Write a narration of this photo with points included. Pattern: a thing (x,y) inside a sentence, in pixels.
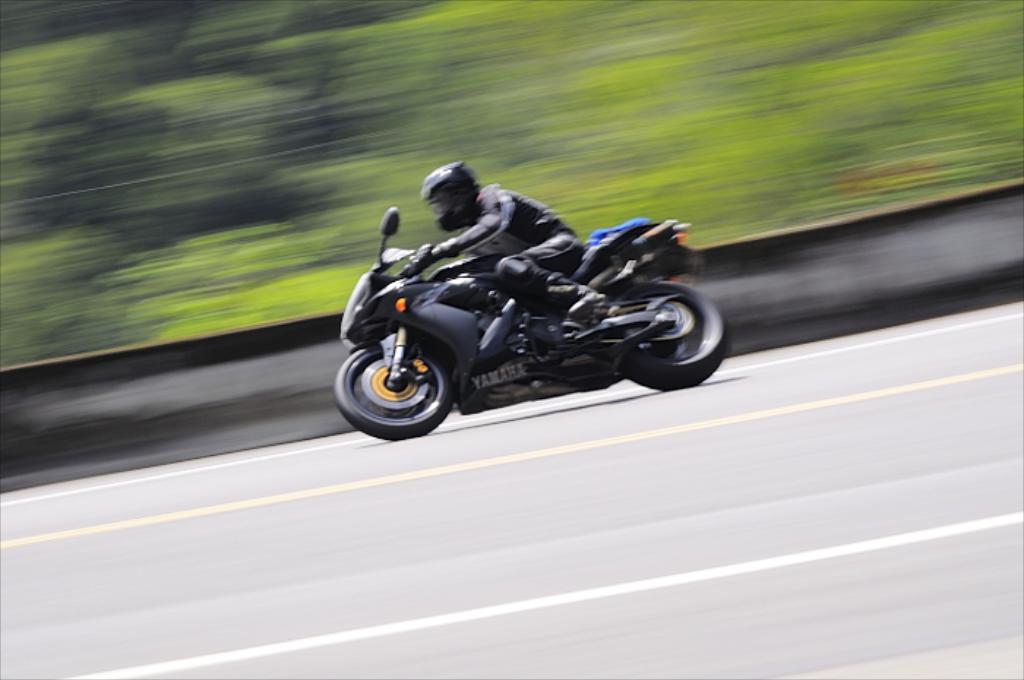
In this image we can see a person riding a bike (498,373) on the road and the background (499,162) is blurred.
